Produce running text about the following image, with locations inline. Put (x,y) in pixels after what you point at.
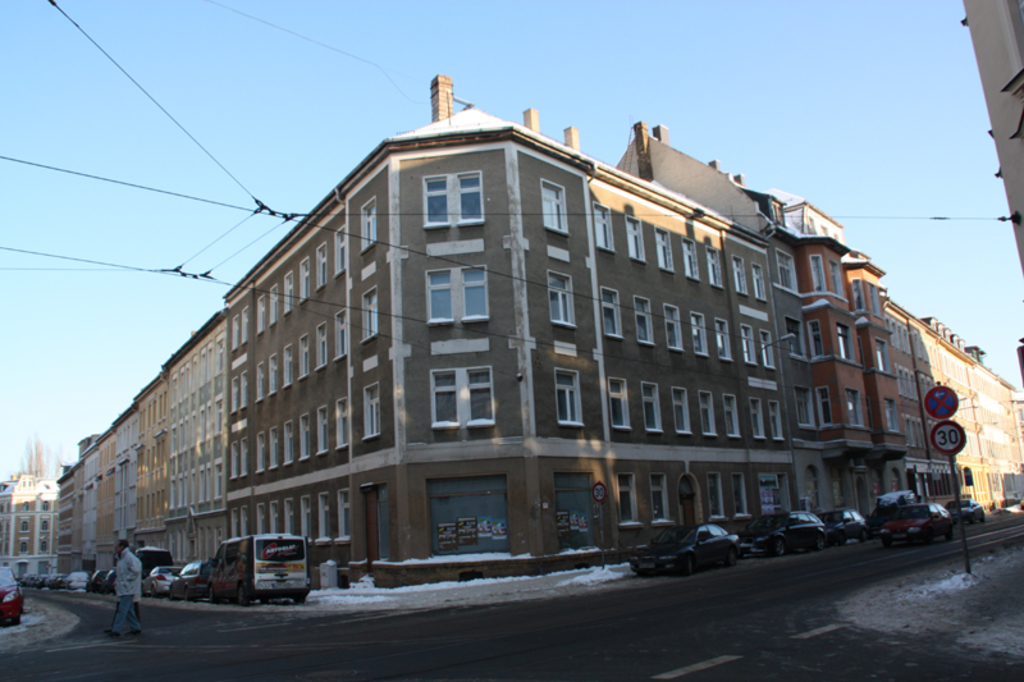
In this picture I can see buildings (500,380) and few cars (764,537) parked on the road (51,591) and I can see sign board (960,434) and a person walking and looks like snow (401,594) on the ground (64,603) and I can see blue sky (610,77) and I can see pole light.
